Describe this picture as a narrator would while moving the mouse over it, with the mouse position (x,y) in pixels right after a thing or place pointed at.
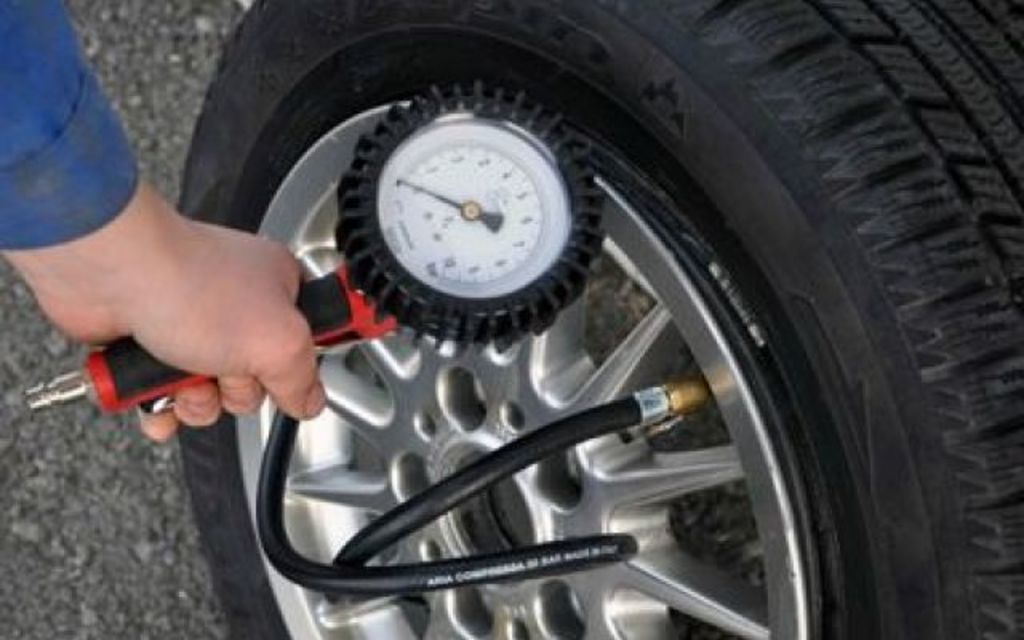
In this image there is one person (262,306) holding a pressure checking machine (403,267) in the middle of this image, and there is a Tyre (749,291) as we can see on the right side of this image (799,267).
